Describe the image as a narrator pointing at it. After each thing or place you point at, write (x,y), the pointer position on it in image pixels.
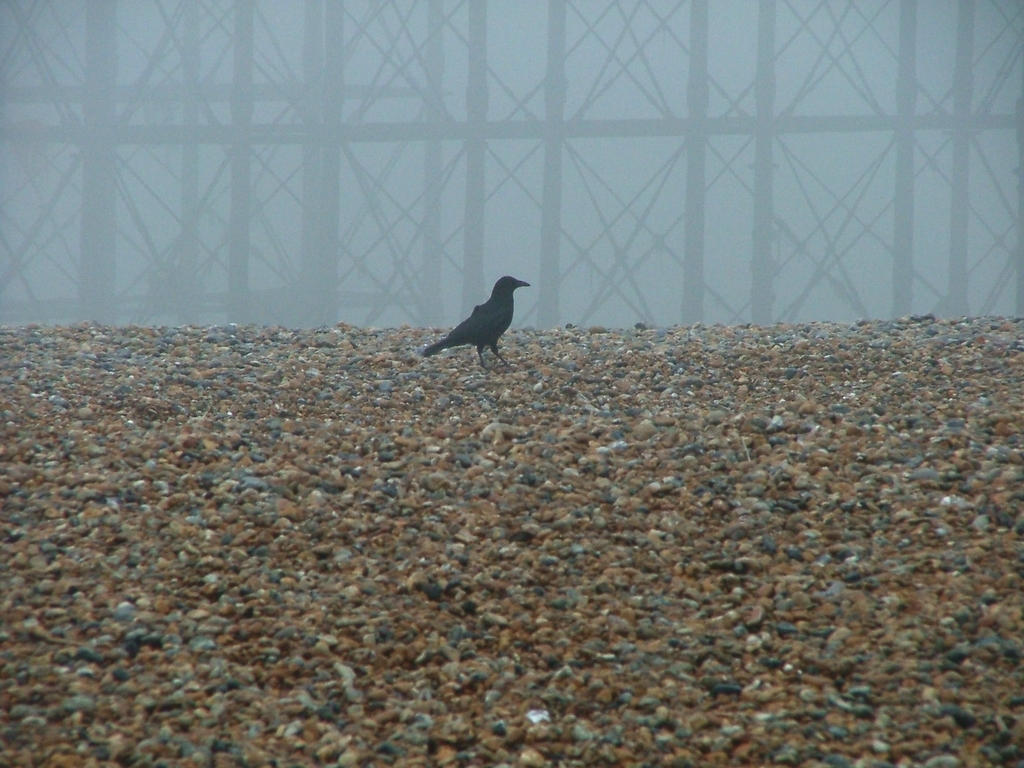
In the image we can see a bird (487,309), pebbles (463,385) and a pole (479,294). The bird (456,334) is black in color.
